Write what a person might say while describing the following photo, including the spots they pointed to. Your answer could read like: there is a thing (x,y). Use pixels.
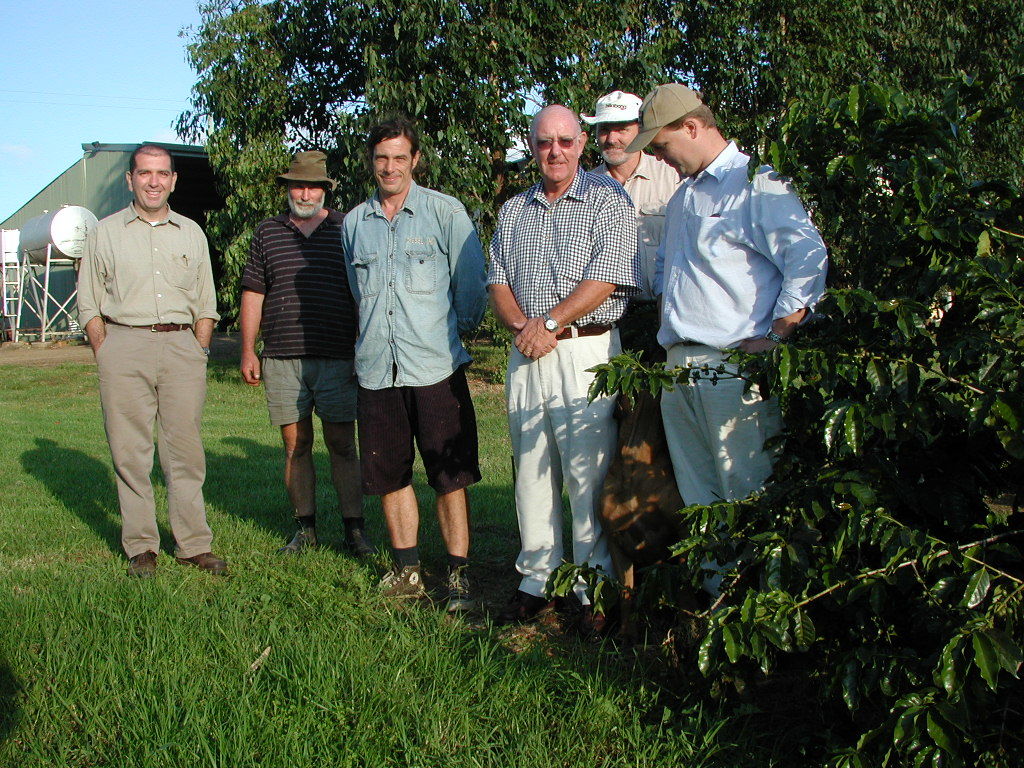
In this picture, we see six men (401,252) are standing. In between them, we see a dog (666,477). Most of them are smiling. At the bottom of the picture (270,677), we see the grass (270,610). On the right side (807,424), there are trees (519,75). In the background (34,270), we see iron stands (42,303) and a building (106,179) with a green color roof (93,157). In the left top (84,80), we see the sky (76,75).
